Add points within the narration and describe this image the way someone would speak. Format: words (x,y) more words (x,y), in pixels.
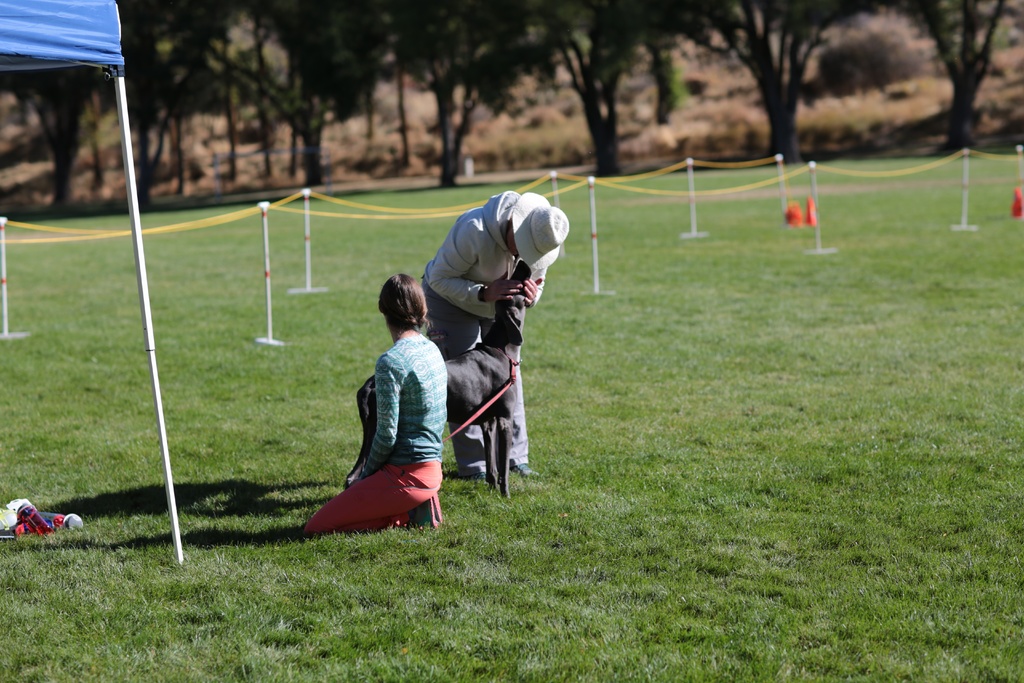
The person (480,263) wearing white jacket (466,259) is holding a dog (503,305) in his hand (511,283) and the person (426,382) wearing green dress (421,398) is sitting behind the dog (516,310) and there are trees (360,103) in the background (230,165) and the ground (731,353) is greenery (644,479).
